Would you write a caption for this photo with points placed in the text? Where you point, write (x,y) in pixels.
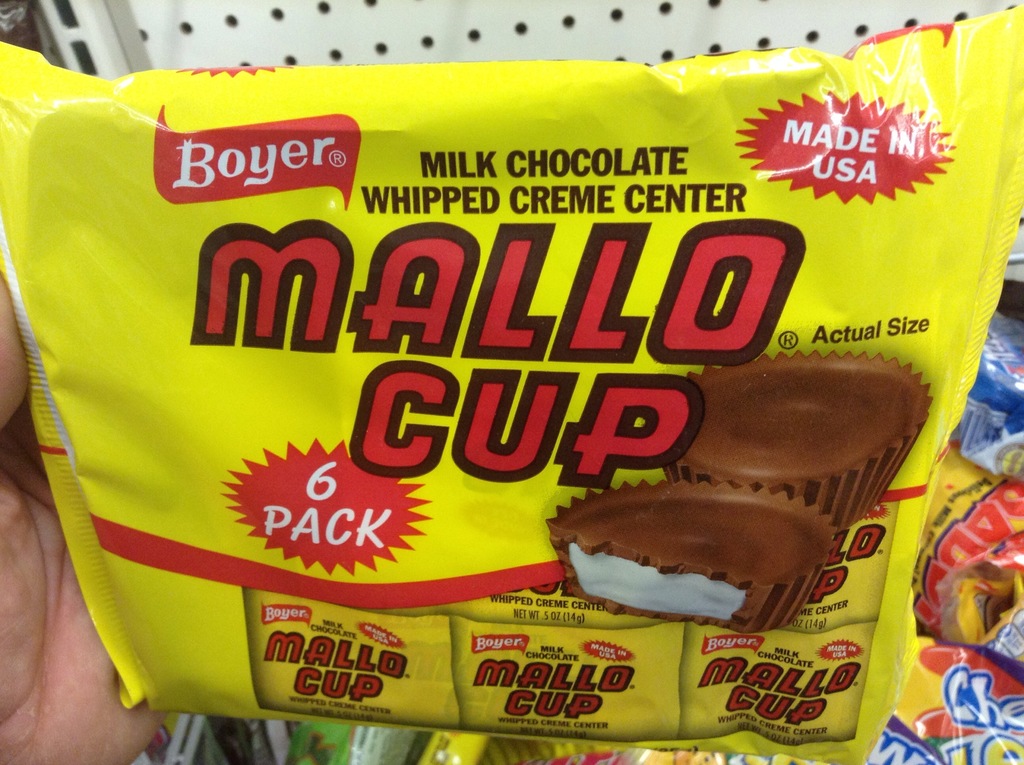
In this image we can see hand (42,503) of a person (29,553) with a packet (516,498). On the packet (516,498) there is text (506,300). Also we can see images (707,522) of chocolate cups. In the background (967,478) there are other packets (963,538). And there is a wall (352,39) with holes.
